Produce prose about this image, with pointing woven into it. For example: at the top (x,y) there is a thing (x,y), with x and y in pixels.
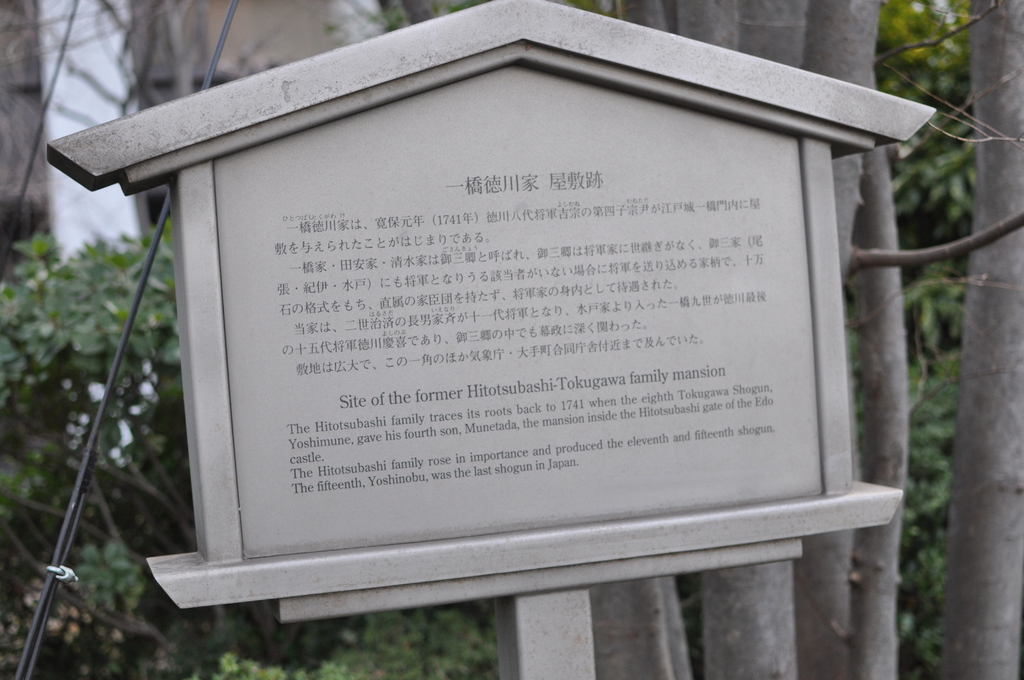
In this image we can see a sign board (844,459) placed on a rod (549,617). In the background (844,669), we can see a group of trees (918,303), wires (82,464) and some plants (80,586).
